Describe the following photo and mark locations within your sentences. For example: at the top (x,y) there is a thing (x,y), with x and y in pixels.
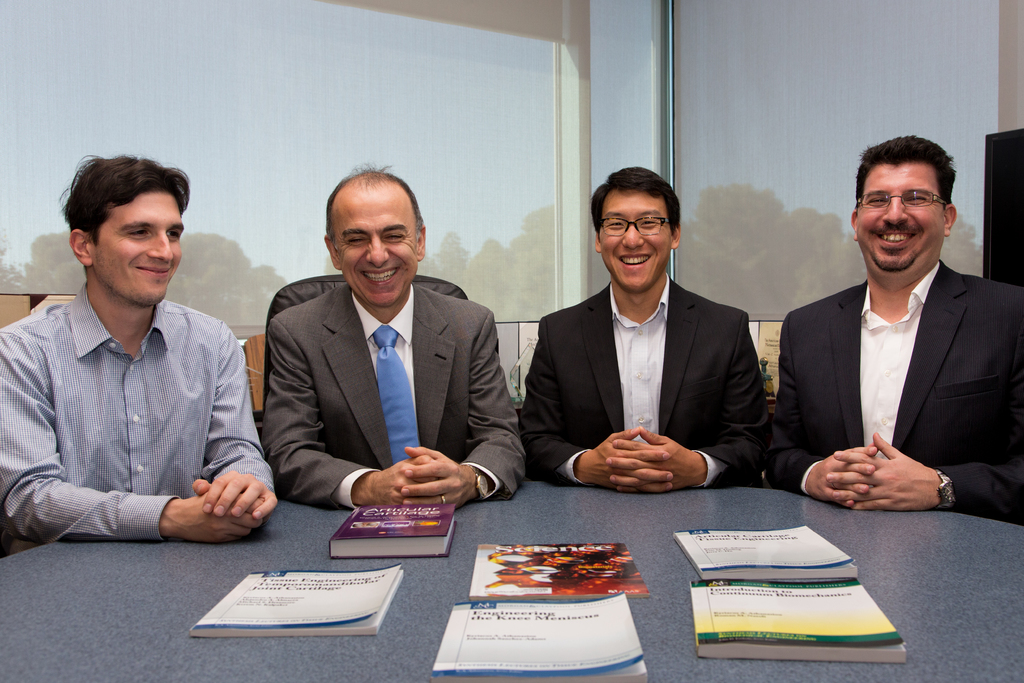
This picture describes a group of four people (31,357) they are all seated on chairs (425,284), and they are all laughing, in front of them we can see some books (731,631) on the table (922,574). In the background (770,264) we can see some trees (692,254).
